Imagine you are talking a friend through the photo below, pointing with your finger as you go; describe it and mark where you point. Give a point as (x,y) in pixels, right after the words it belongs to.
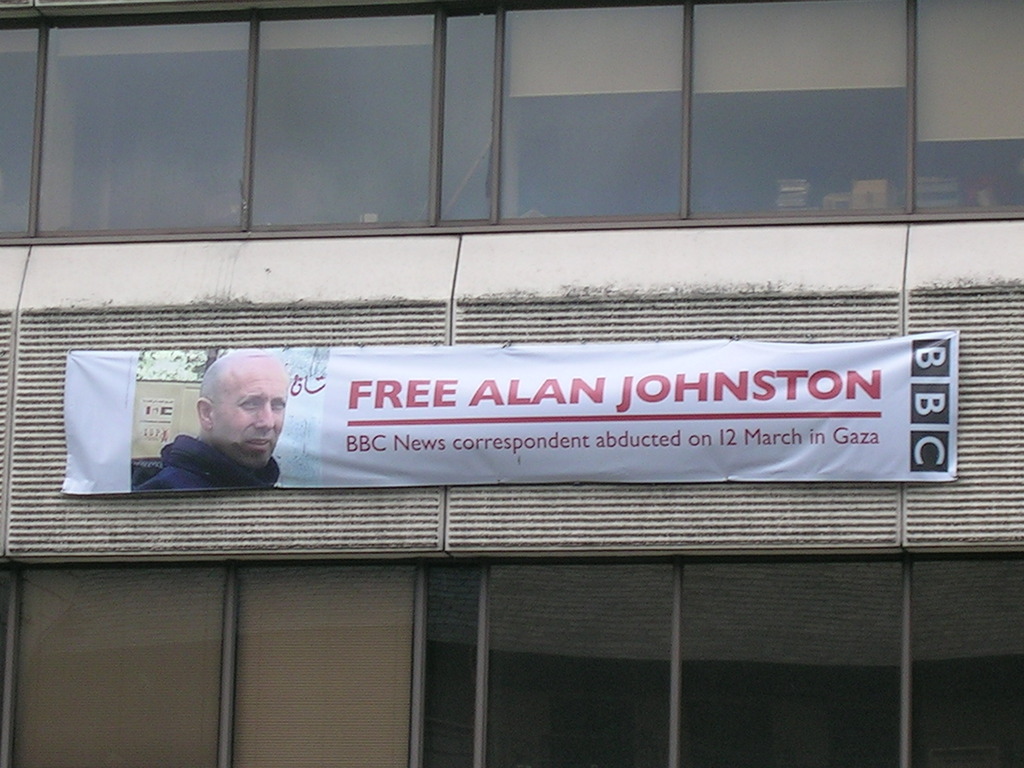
In this image we can see a banner (944,340) on a wall (109,515) containing the picture (279,457) of a man (215,481) and some text (581,421) on it. We can also see some windows (538,682).
